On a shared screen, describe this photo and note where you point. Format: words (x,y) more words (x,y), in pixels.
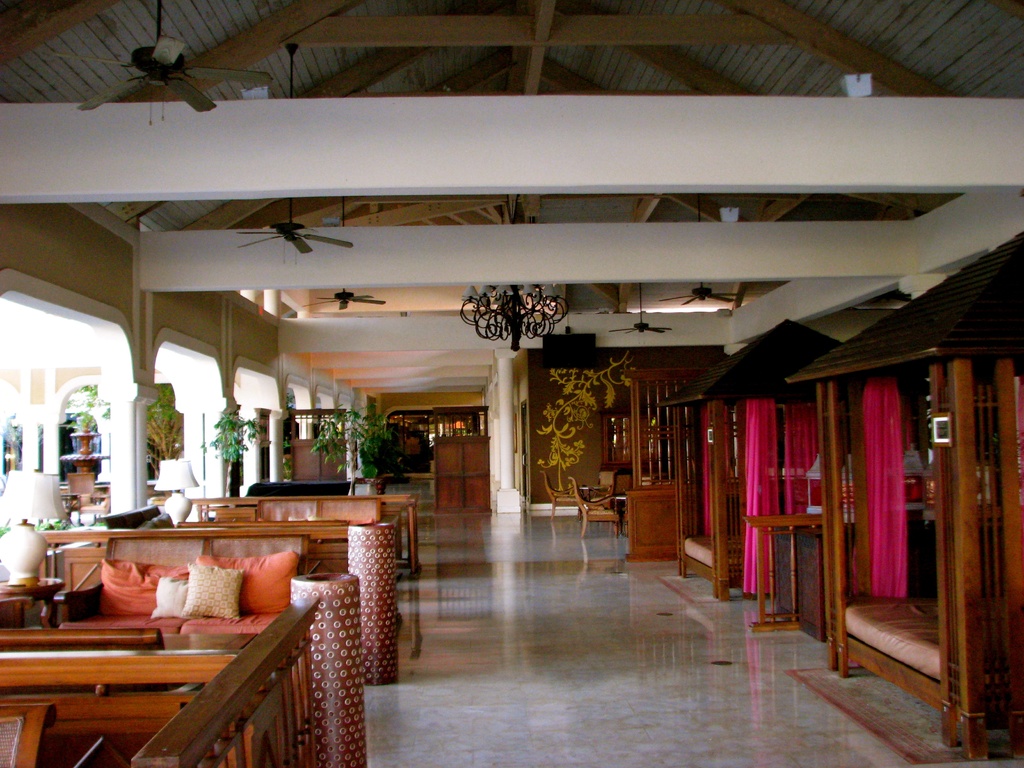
In this picture we can see couple of tables (194,645), sofas (104,614), beds (936,687), curtains (793,461), and also we can find couple of lights (188,472) on the table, and we can find couple of fans (130,85) and plants (359,434).
